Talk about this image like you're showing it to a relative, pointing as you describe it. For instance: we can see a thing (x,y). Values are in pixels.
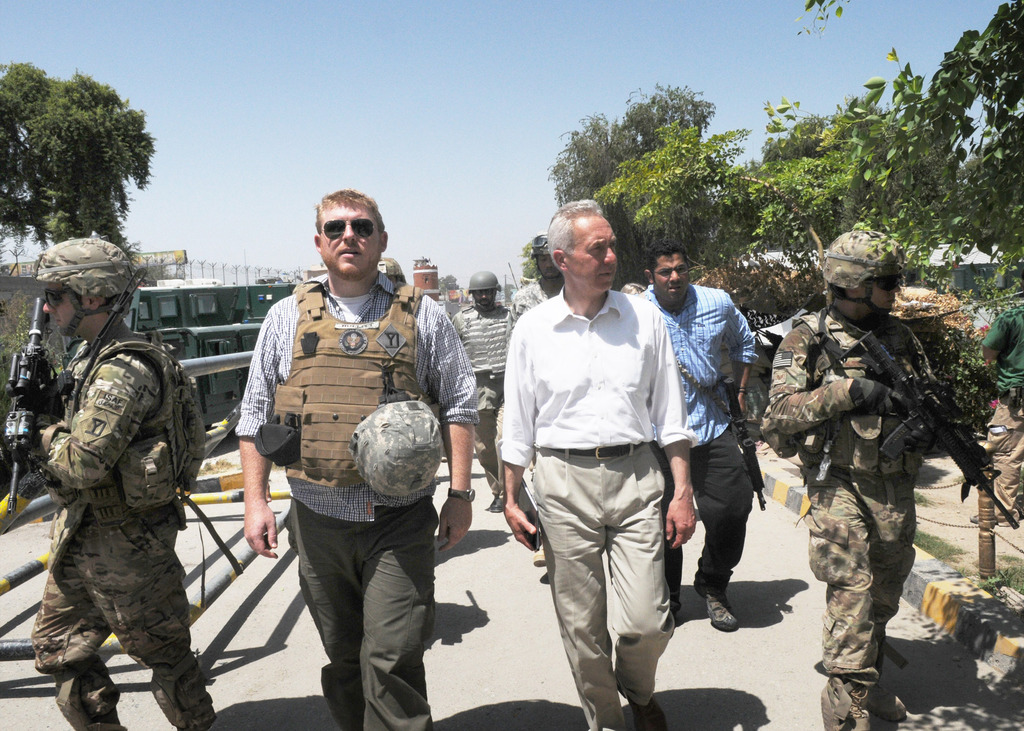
In this picture, we see a man (633,476) in the white shirt (622,359) is walking and he is holding a mobile phone (537,542) in his hand (510,522). Beside him, we see a man (347,310) is standing and he is wearing a body armor vest (348,416). On either side of the picture, we see two men (165,498) in the uniform (908,518) are standing and they are holding the rifles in their hands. Behind them, we see the people (458,312) are standing. On the right side (1000,315), we see a man (999,362) in the green T-shirt (993,339) is standing. Behind him, we see the trees (777,227). There are trees (55,235), buildings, towers (425,284) and the poles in the background (777,214). At the top (299,90), we see the sky (277,87).
